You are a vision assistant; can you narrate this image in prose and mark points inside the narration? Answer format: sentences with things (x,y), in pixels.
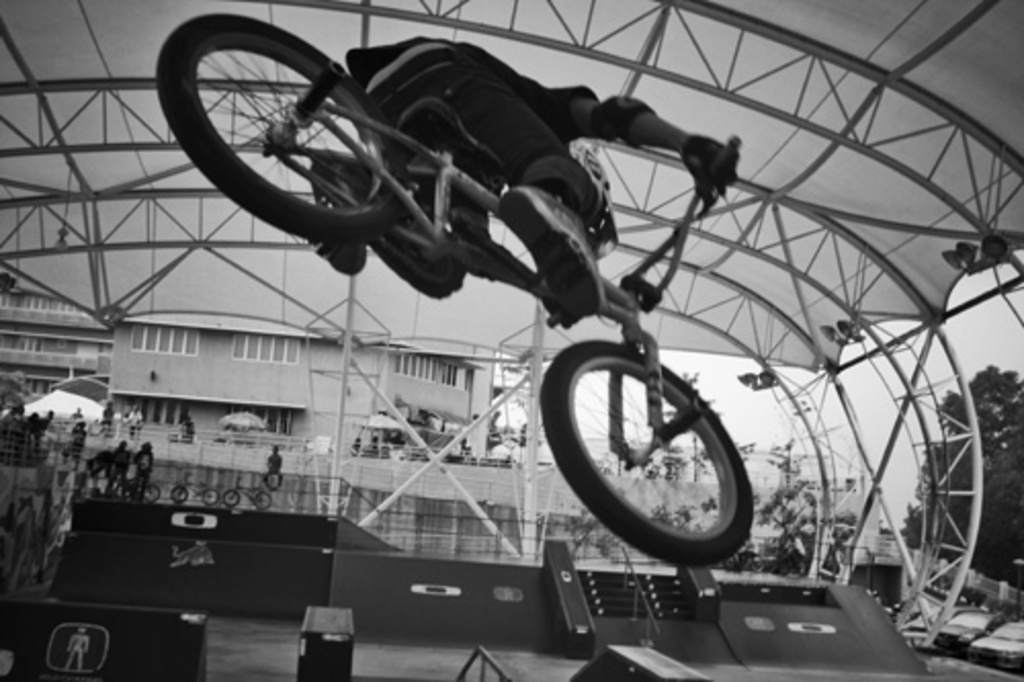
This is a black and white image. In this image we can see a person (581,165) on a bicycle (637,350). We can also see a group of bicycles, some people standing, some buildings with windows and the railing (300,441), the outdoor umbrellas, the staircase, some vehicles (910,634) parked beside, a tree (981,551), a roof (622,168) with the metal rods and ceiling lights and the sky (847,461) which looks cloudy.
